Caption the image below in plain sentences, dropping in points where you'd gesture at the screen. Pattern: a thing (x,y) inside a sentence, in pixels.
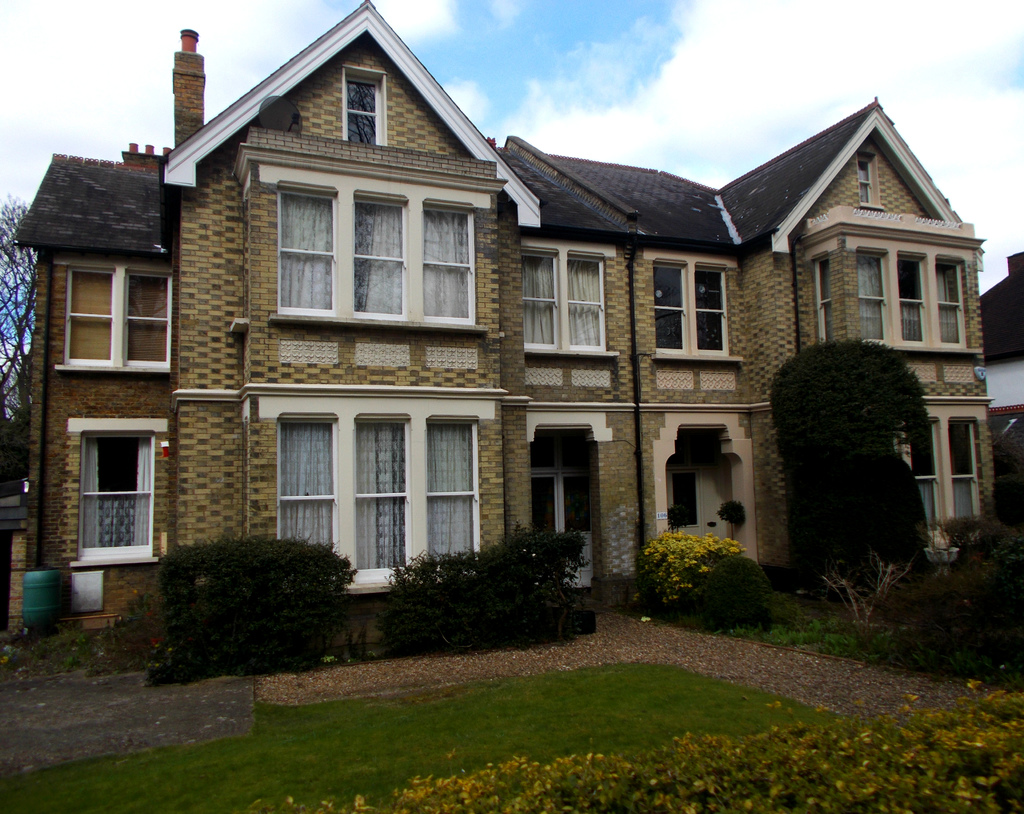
In the image there is a house (568,272) and in front of the house (398,526) there are plants (791,467) and garden (551,627).
